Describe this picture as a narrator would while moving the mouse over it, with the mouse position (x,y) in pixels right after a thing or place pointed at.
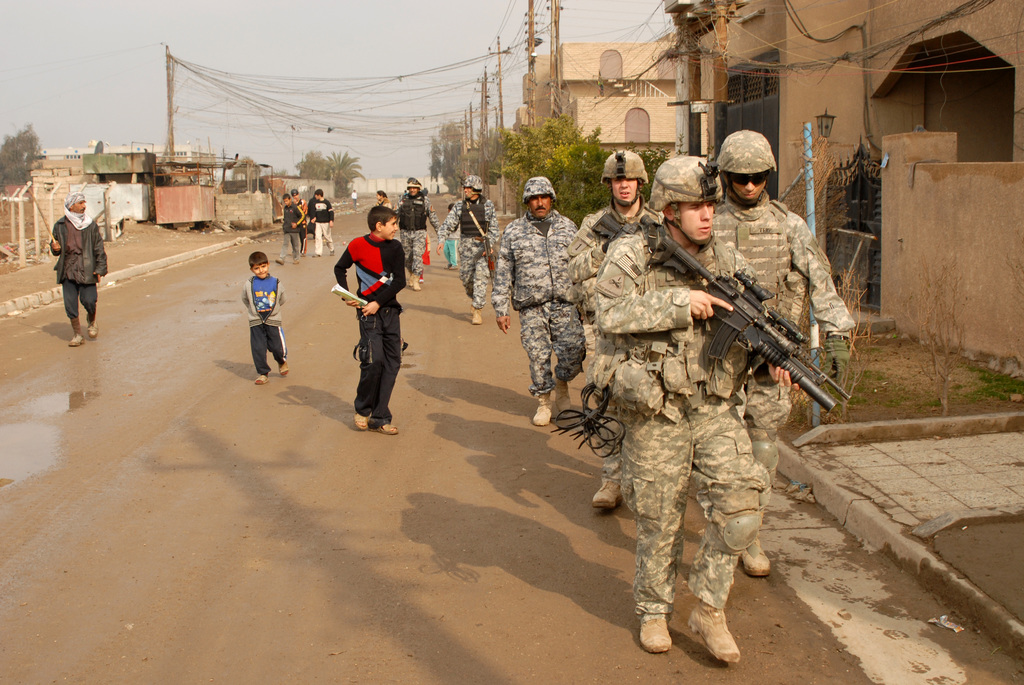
In this picture I can see many army persons (533,202) who are walking on the road (682,660) and they are holding the guns (752,331). Beside them I can see the children (318,208), boy (353,253) and other person (294,240) were also walking along with them. On the right (698,37) I can see the plants (592,205), poles (727,33), electric wires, electric poles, building (609,126) and gate (865,186). On the left (59,185) I can see the fencing (24,191). In the background (379,187) I can see the wall (391,182) and trees (331,175). In the left (17,446) I can see the water (37,407) on the road (71,422). At the top (378,41) I can see the sky (194,27).
